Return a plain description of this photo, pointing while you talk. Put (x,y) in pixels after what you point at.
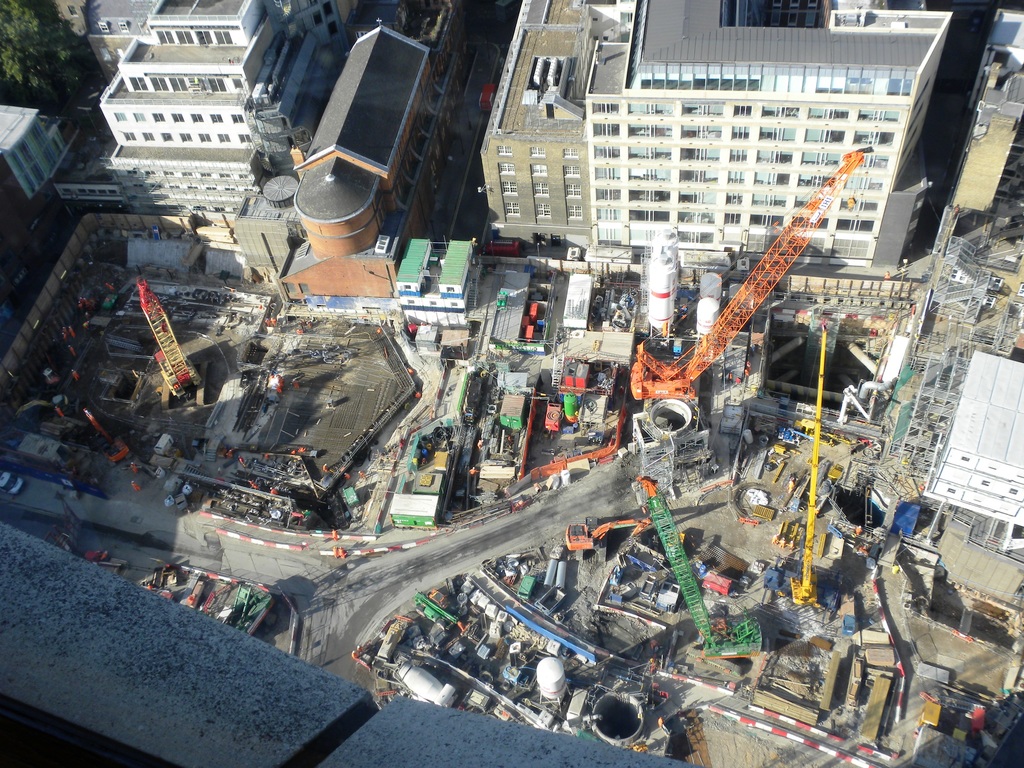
In this image we can see tree (42,69), buildings (601,120), windows (779,154) and vehicles (750,629).
